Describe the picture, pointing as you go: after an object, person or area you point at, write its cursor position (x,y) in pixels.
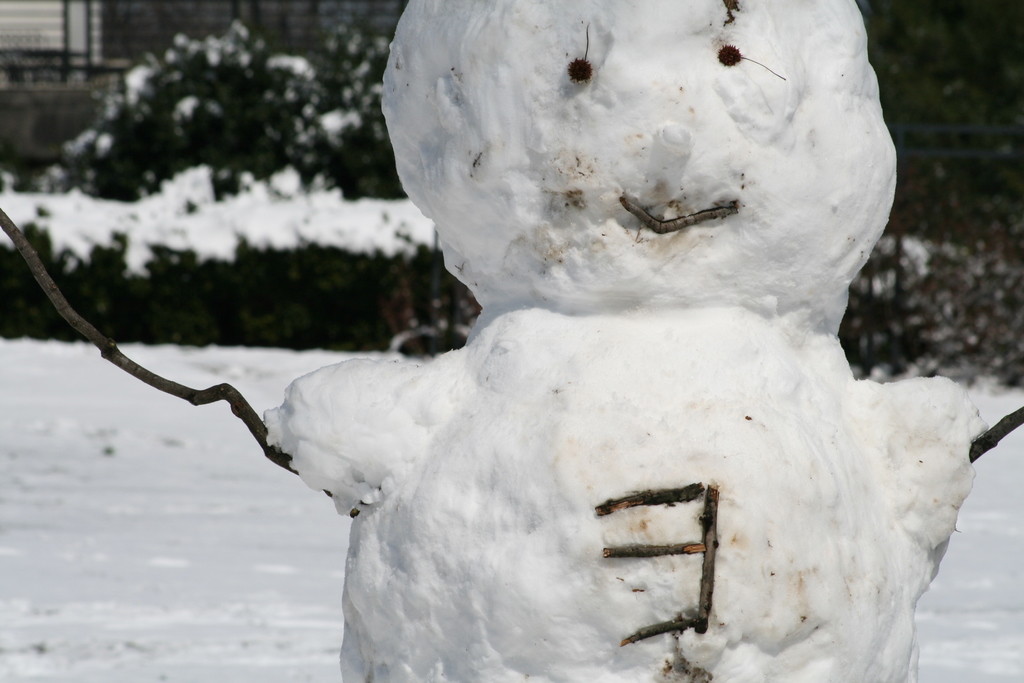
In this image there is a snowman (719,530). Background (246,241) there are plants (310,254) covered with the snow (232,242). Left top there is a wall (50,11) having a window (10,30).
